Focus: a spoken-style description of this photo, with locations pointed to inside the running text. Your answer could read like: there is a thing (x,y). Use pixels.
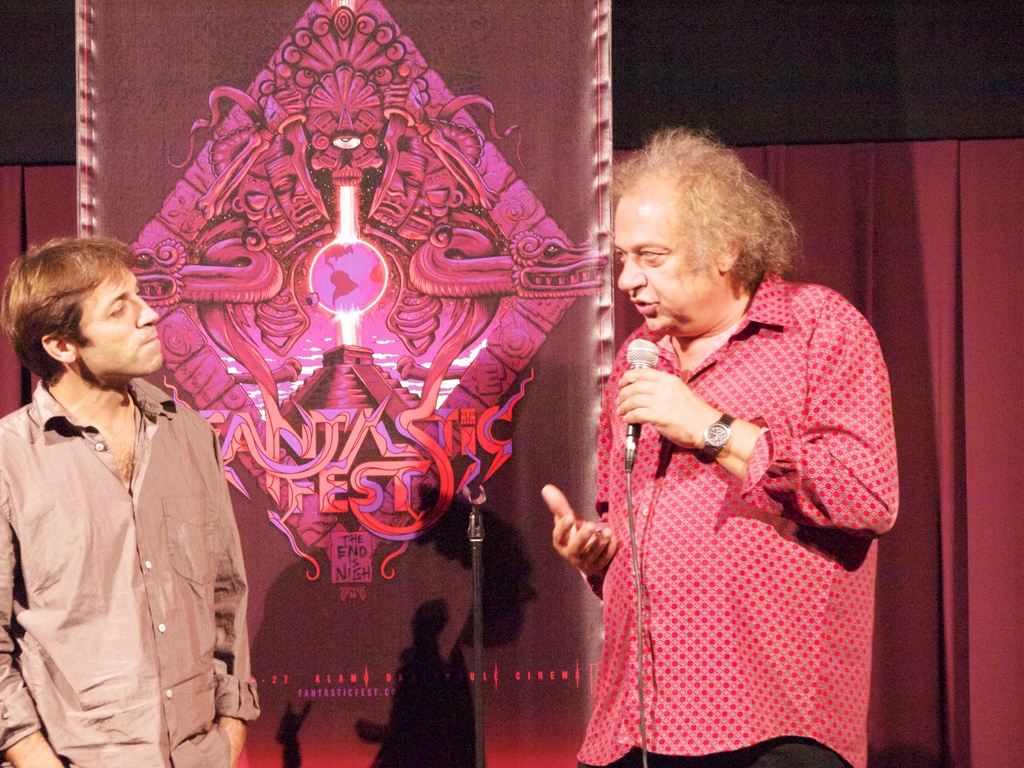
In the picture, there are two men (136,462). The man (701,317) standing in the right side (688,372) is holding mic (634,429) in his hand (646,393) and talking and behind the two men (104,550) there is a big poster (423,128) and behind that there is a maroon cloth (892,180) in the background (851,161).
